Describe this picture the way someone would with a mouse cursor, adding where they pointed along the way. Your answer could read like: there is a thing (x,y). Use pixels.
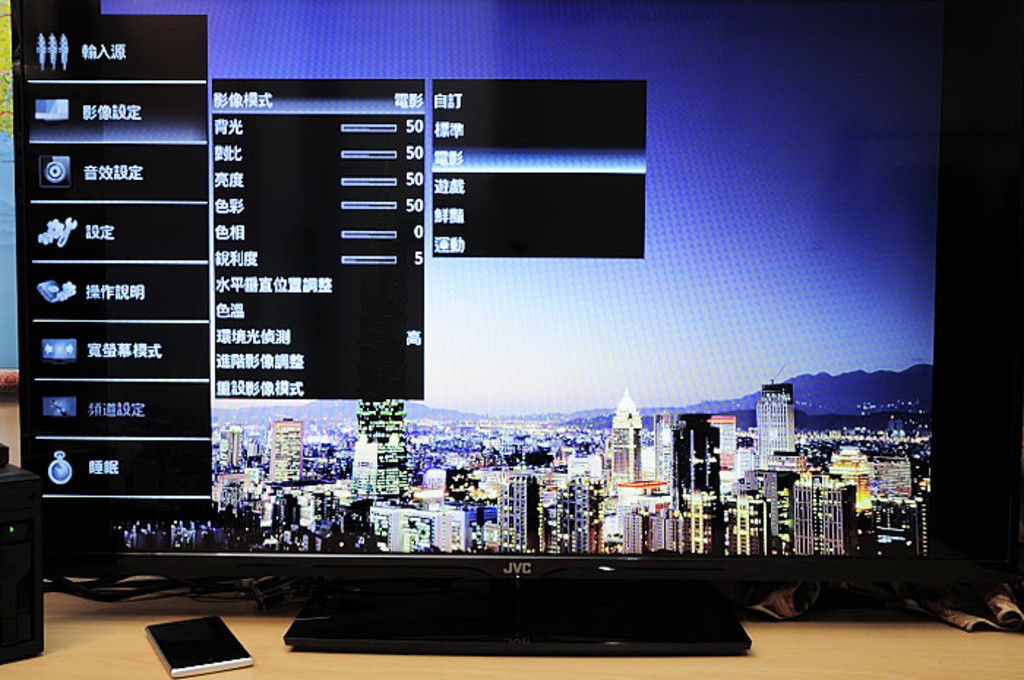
On this table (826,643) we can see a monitor (377,517), device (192,645) and things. On this monitor screen (334,460) we can see buildings (477,478).
